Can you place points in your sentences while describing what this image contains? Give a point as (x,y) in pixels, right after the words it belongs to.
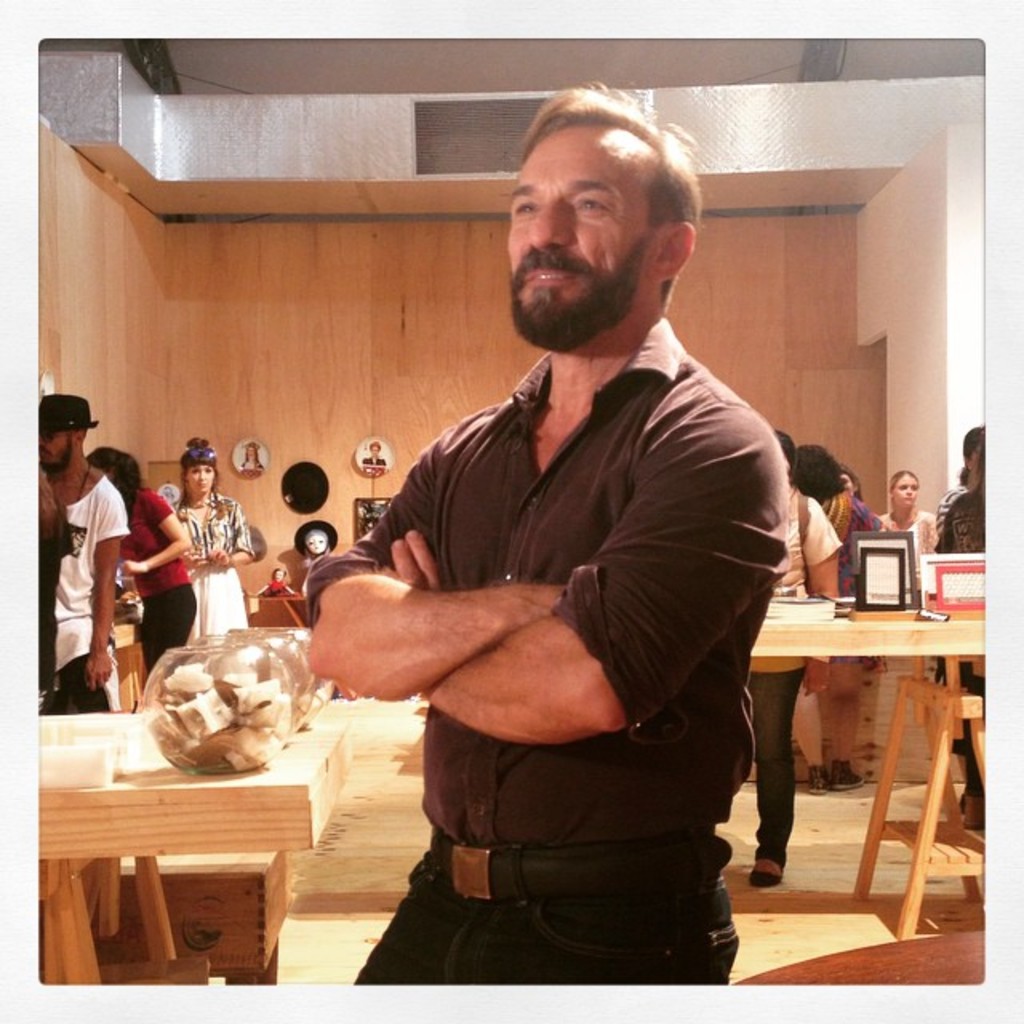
In the picture we can see a man (668,629) standing on the floor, he is with a black color shirt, belt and trouser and on the other sides we can see some tables (51,917) and some things (856,598) are placed on it and some people (844,719) are working on it and in the background (879,744) we can see a wooden wall (151,271).
